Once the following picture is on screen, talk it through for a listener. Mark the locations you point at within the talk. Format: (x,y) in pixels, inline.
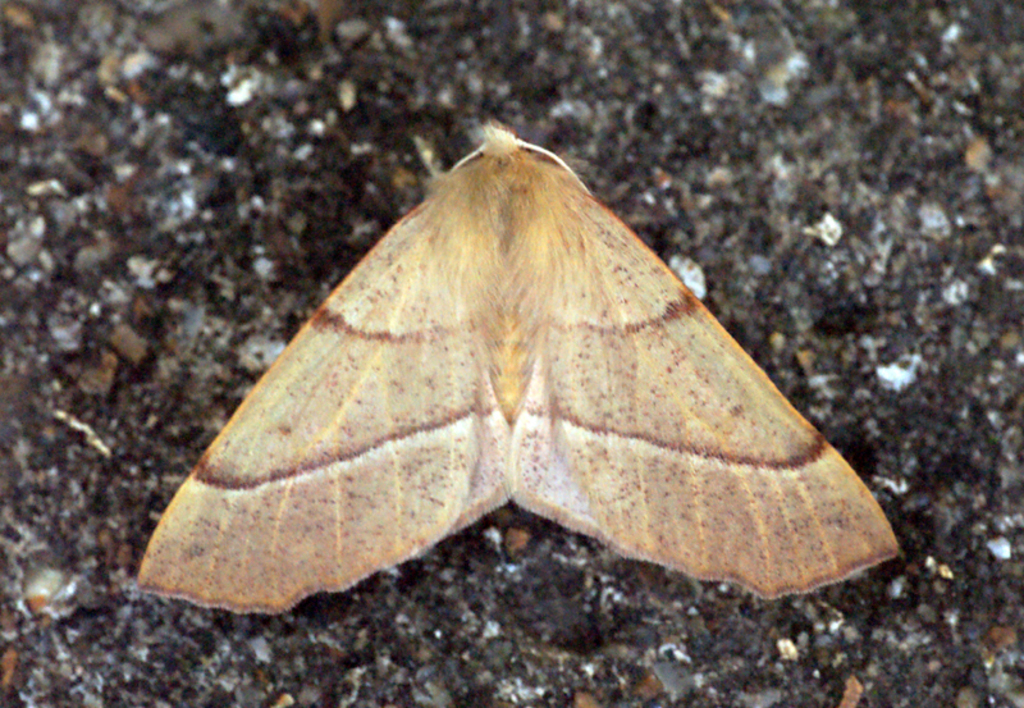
In this image we can see an insect (505,269) on the ground (670,230).
